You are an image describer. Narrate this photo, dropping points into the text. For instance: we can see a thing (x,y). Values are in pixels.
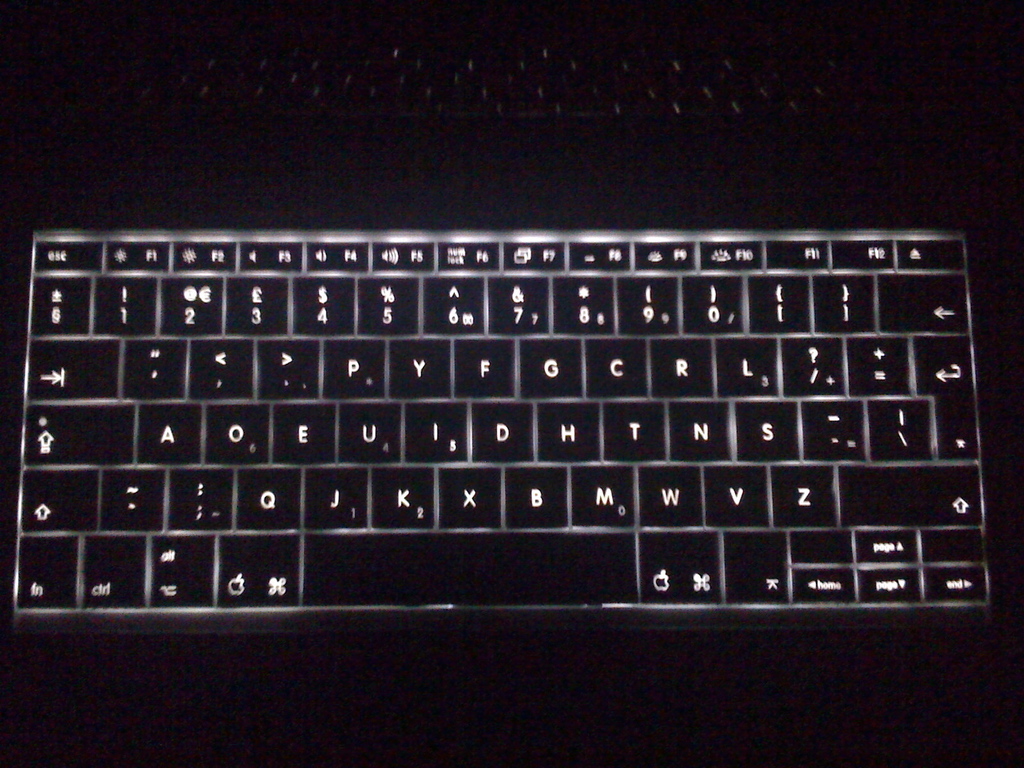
This is a picture of a keyboard (716,429) with lights (446,464).
